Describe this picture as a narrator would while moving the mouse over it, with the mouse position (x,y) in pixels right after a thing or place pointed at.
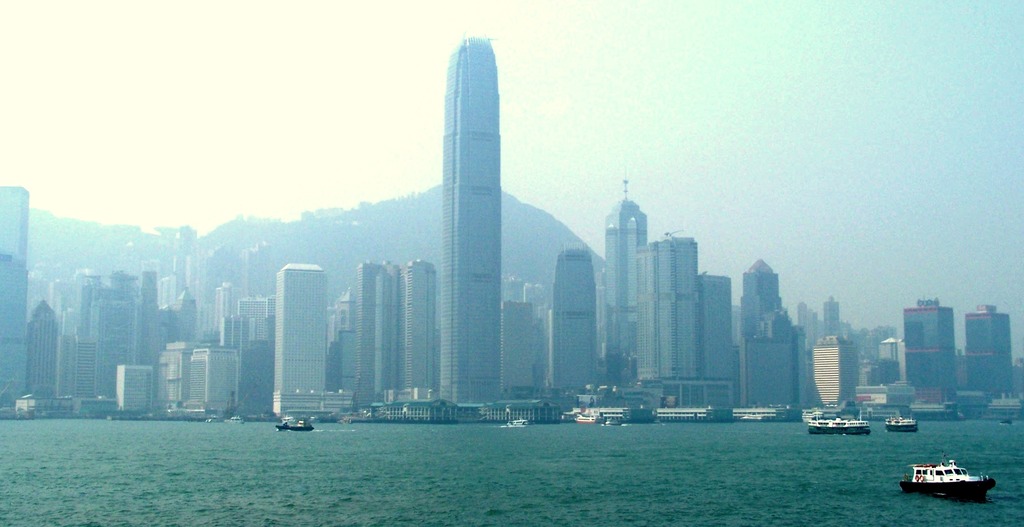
There are ships (847,431) on the water (447,466) at the bottom side of the image (529,468) and there are skyscrapers (654,336) in the center (658,348), it seems like a mountain (399,227) and the sky (411,144) in the background (411,144).
